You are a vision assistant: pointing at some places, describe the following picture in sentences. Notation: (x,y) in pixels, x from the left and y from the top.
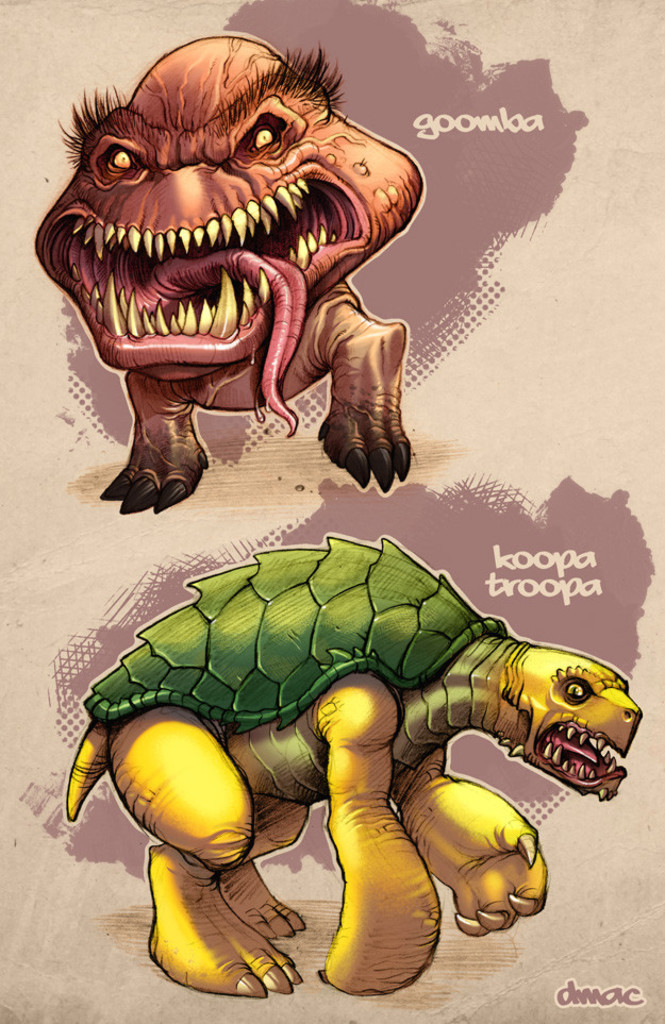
These are the two animated pictures, at the bottom (543,713) it is in the shape of tortoise (370,759).
